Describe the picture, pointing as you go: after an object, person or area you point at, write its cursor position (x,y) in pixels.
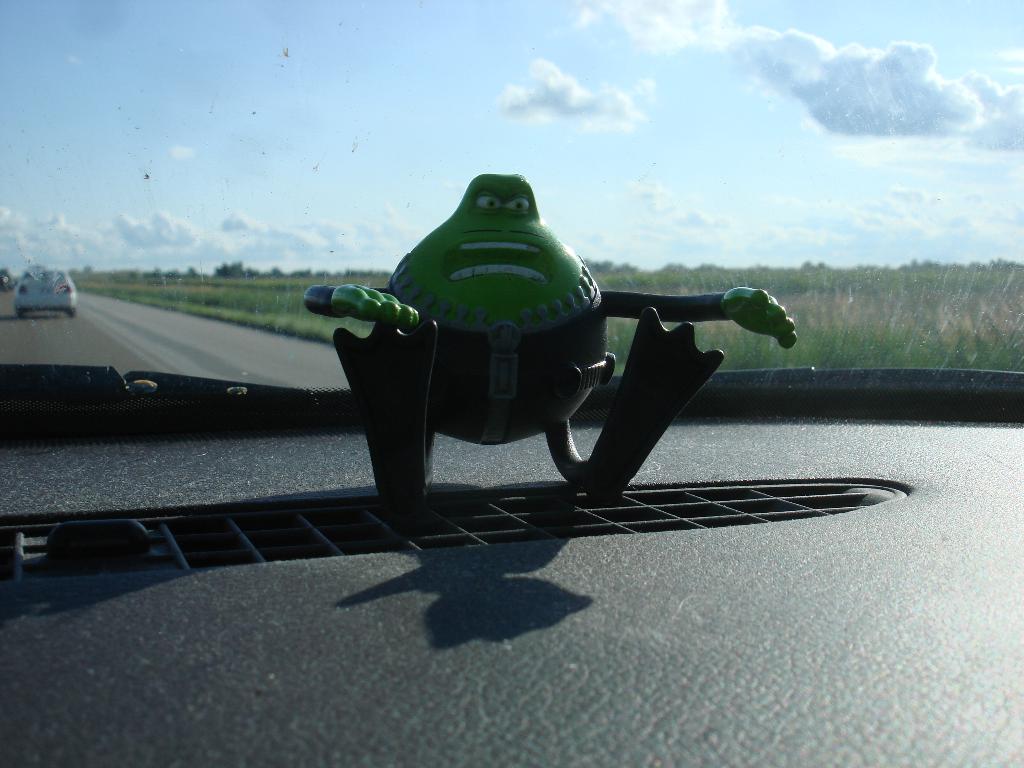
This image is clicked from a car (800,619). At the bottom (751,709), there is a dashboard (817,606). In the background (37,290), there is a road (123,306) on which there is a car (48,284). To the right (918,291), there are plants (872,282). In the background (937,272), there are plants (117,278).
